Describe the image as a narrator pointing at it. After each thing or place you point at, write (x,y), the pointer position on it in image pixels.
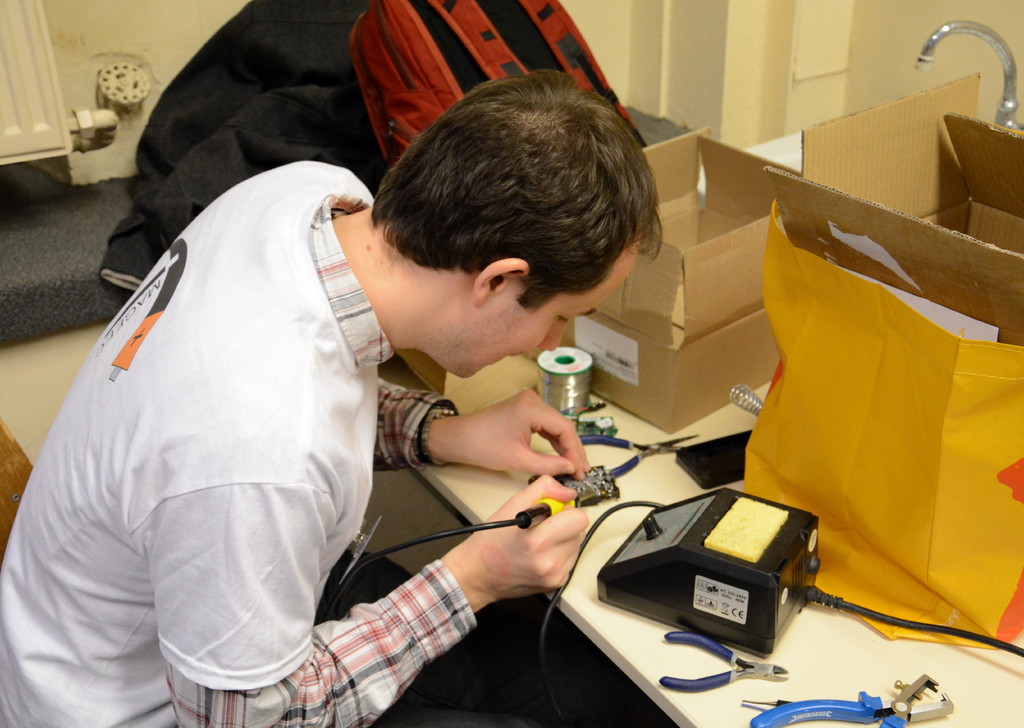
In this image there is a person (311,444) working on the chipboard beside that there is a machine (686,517), soldering iron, wire roll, cardboard box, paper cover (1023,414), backpack (573,29) and jacket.
